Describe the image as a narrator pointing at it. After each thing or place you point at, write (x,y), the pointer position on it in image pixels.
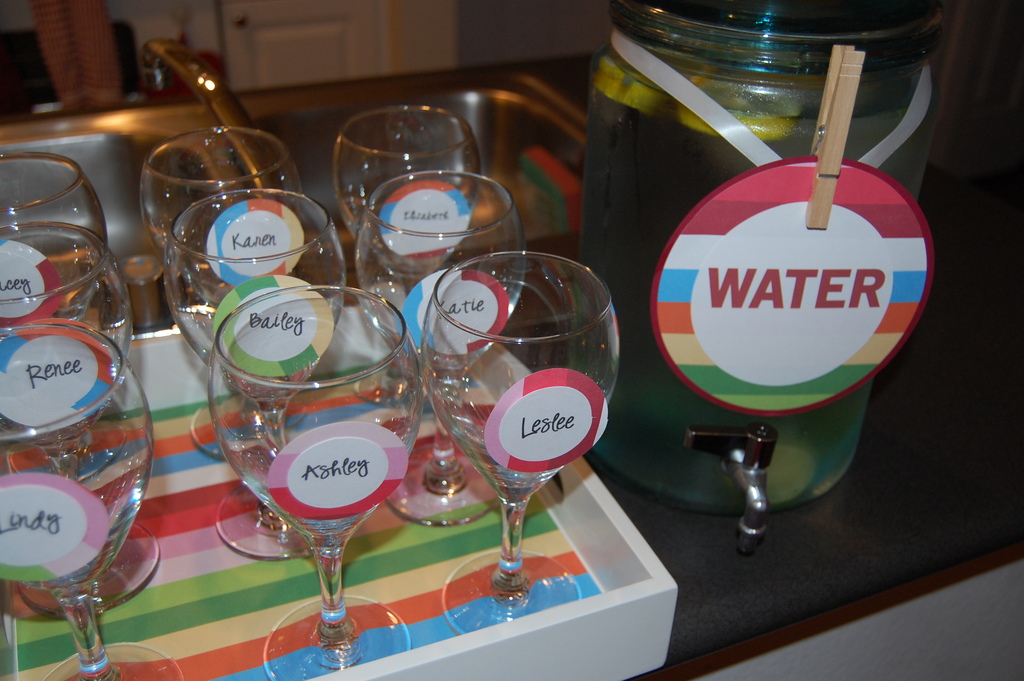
In this picture I can see some glasses (361,240), a water dispenser (632,311) are placed near washbasin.
